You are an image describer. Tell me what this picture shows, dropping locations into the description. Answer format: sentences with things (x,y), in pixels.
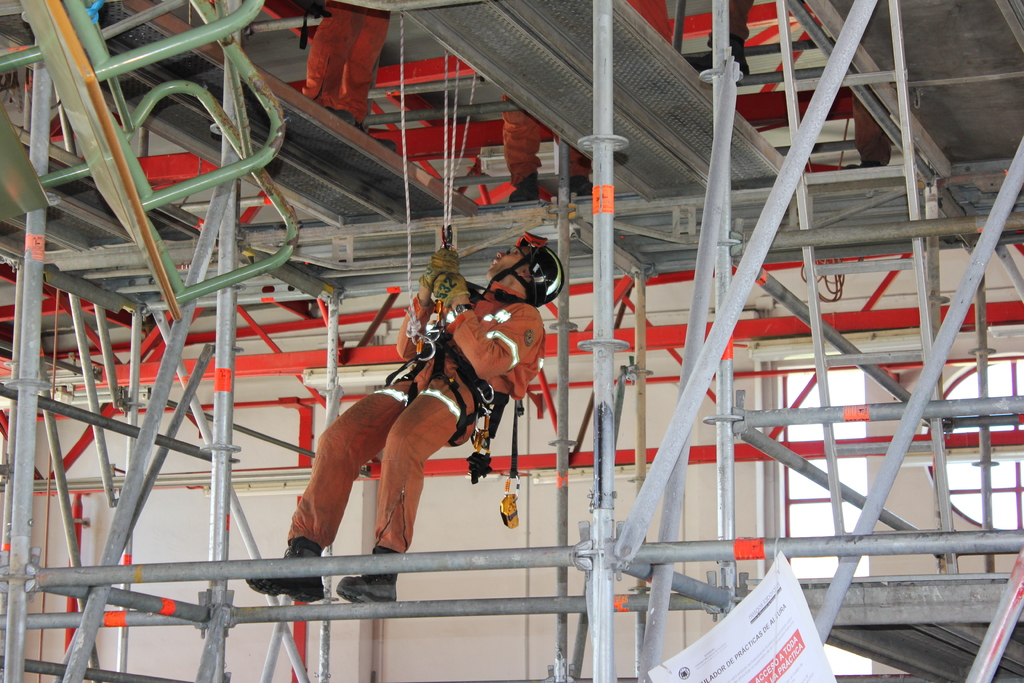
In the foreground (518,346) I can see a person (491,404) is standing on a metal rod (321,605) and is holding a rope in hand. In the background (505,410) I can see metal rods (334,248), wall (676,299), poster (783,609), pipes (746,279) and a few persons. This image is taken may be during a day.
